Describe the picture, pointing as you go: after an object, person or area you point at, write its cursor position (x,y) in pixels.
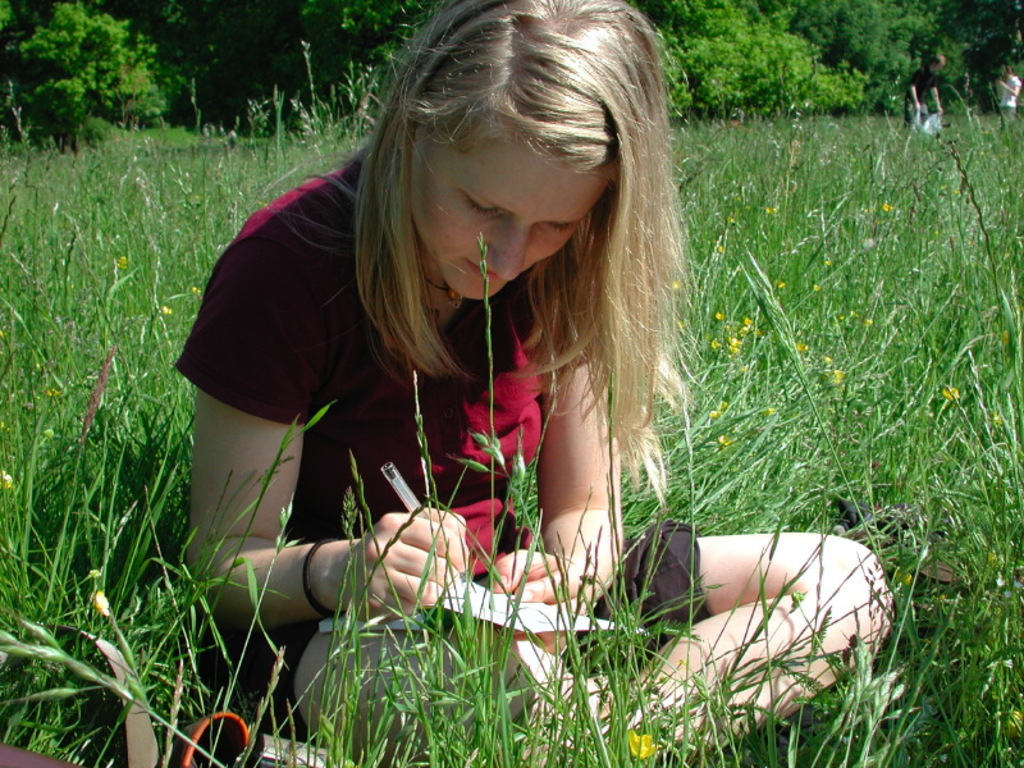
In this picture we can see a woman (400,431) in the red t shirt (316,490) is holding a pen (413,495) and writing something on the paper (476,597) and the woman (385,584) is sitting on a grass patch (180,662). Behind the women (307,371) there are trees (327,23) and some people (926,97) are standing.
